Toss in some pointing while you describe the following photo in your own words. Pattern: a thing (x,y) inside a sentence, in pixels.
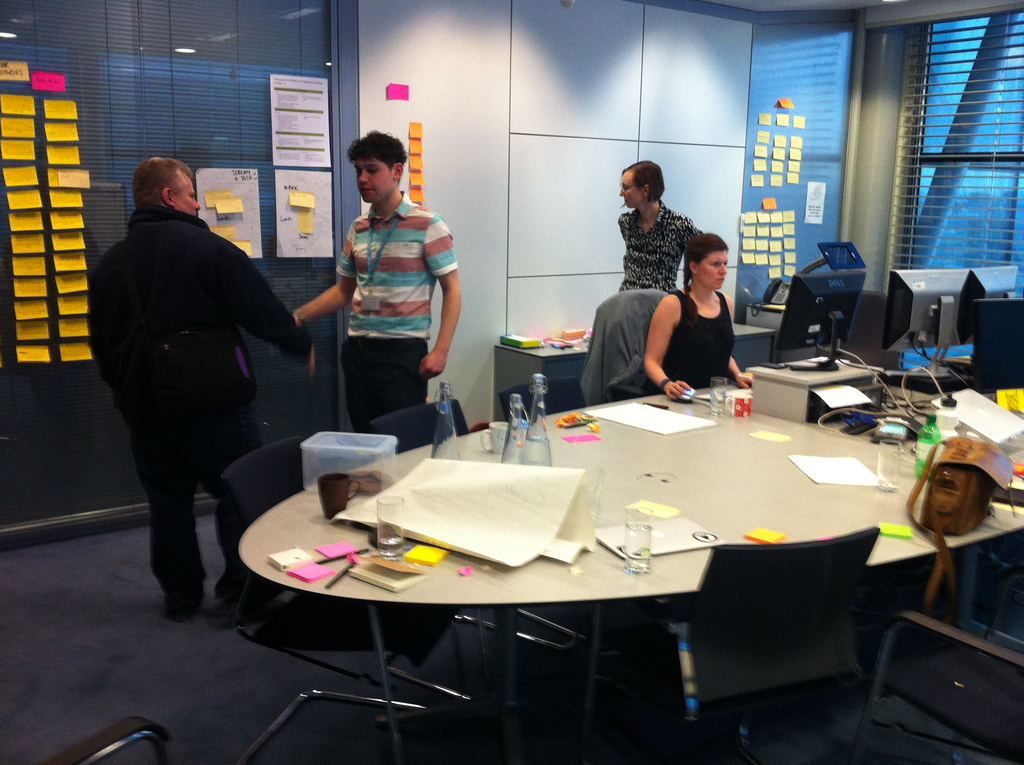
These three persons (168,268) are standing and this person (364,270) wear tag (376,264), this person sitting on the chair (622,339) and holding mouse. We can see bottles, box (336,461), cups (645,527), bag (968,480), cables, monitor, mouse (689,397), monitor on the table (713,476). On the background (530,154) we can see wallpapers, objects (577,335) on the table (563,357). This is floor (165,696).
